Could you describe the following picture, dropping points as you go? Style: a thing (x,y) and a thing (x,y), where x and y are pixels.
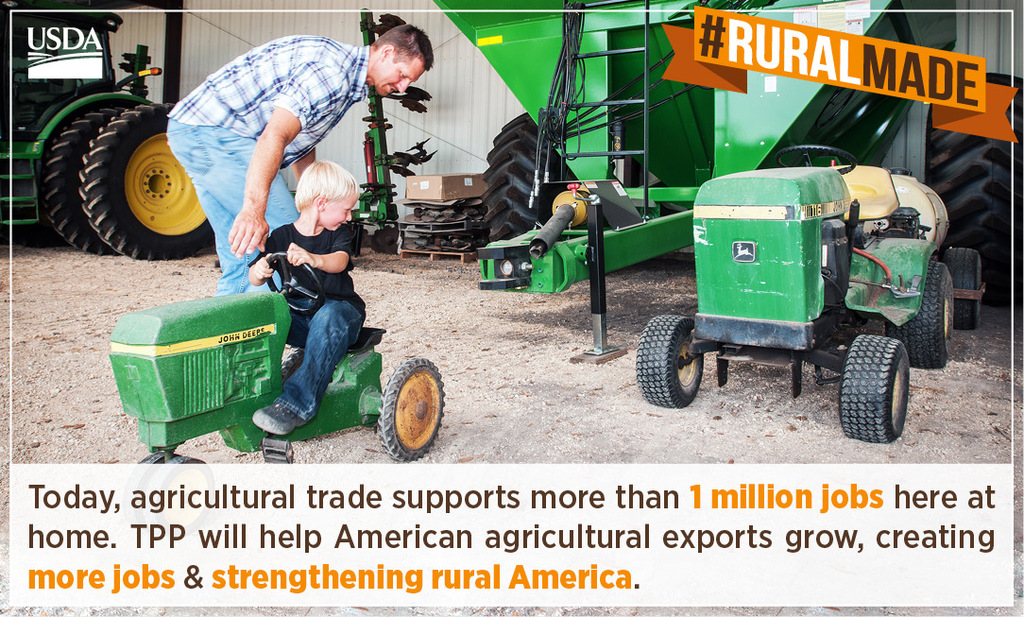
At the bottom of the picture (327,520) there is text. At the top of the picture (167,106) there are tractors (834,273), tyres (525,192), cables (570,105) and other materials (570,171). In the center of the picture (372,269) there are people (292,242), soil (64,318) and a tractor (229,348).
